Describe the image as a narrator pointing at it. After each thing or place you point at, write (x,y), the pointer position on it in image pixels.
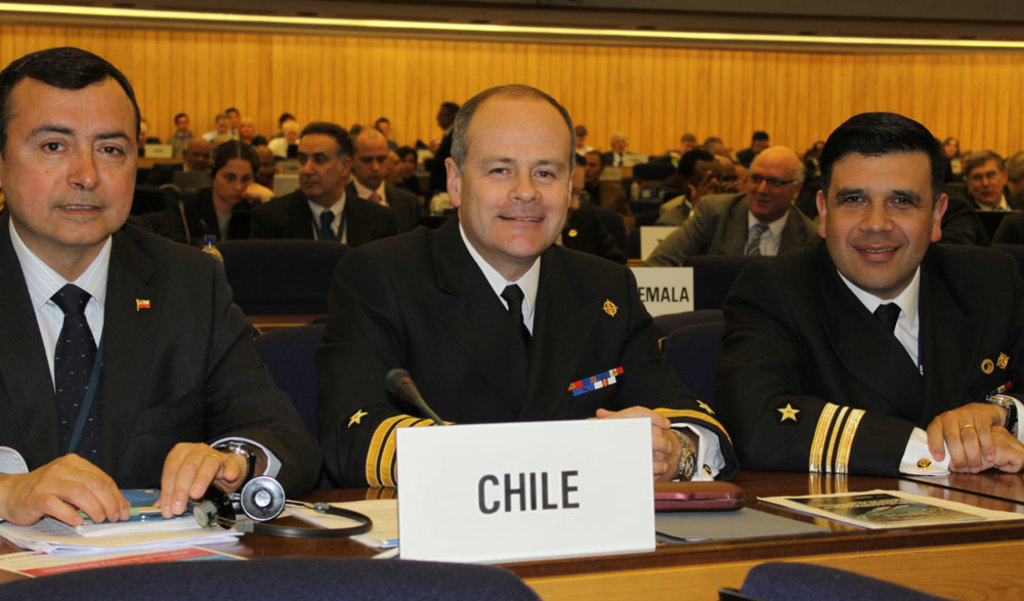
On the left side (59,159), there is a person (61,262) in a suit (232,400), smiling and sitting in front of a table (857,476), on which there is a headset (253,512), there are books (142,521) and other objects (799,523). Beside him, there is another person (552,311) smiling and sitting. On the right side (944,292), there is a person (800,286) in a uniform (800,298), smiling and sitting. In the background (762,249), there are other persons (740,253) sitting and there is a wooden wall (957,118).
